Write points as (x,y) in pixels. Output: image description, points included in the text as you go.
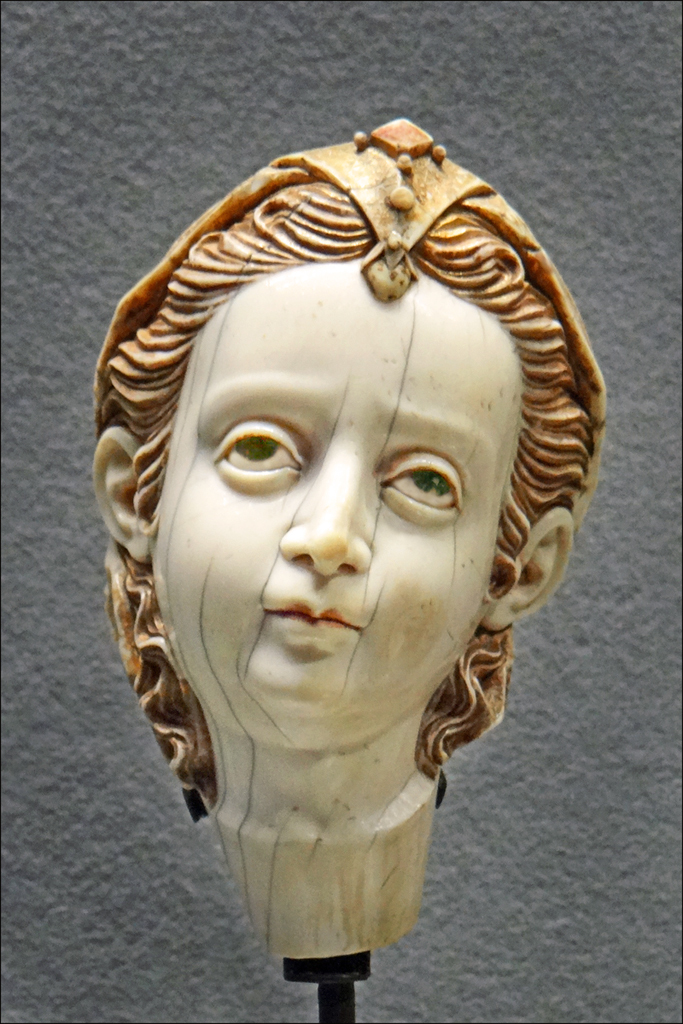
In front of the image there is a sculpture (434,540) on the stand (301,978). Behind the sculpture (287,906) there is a wall (322,73).
